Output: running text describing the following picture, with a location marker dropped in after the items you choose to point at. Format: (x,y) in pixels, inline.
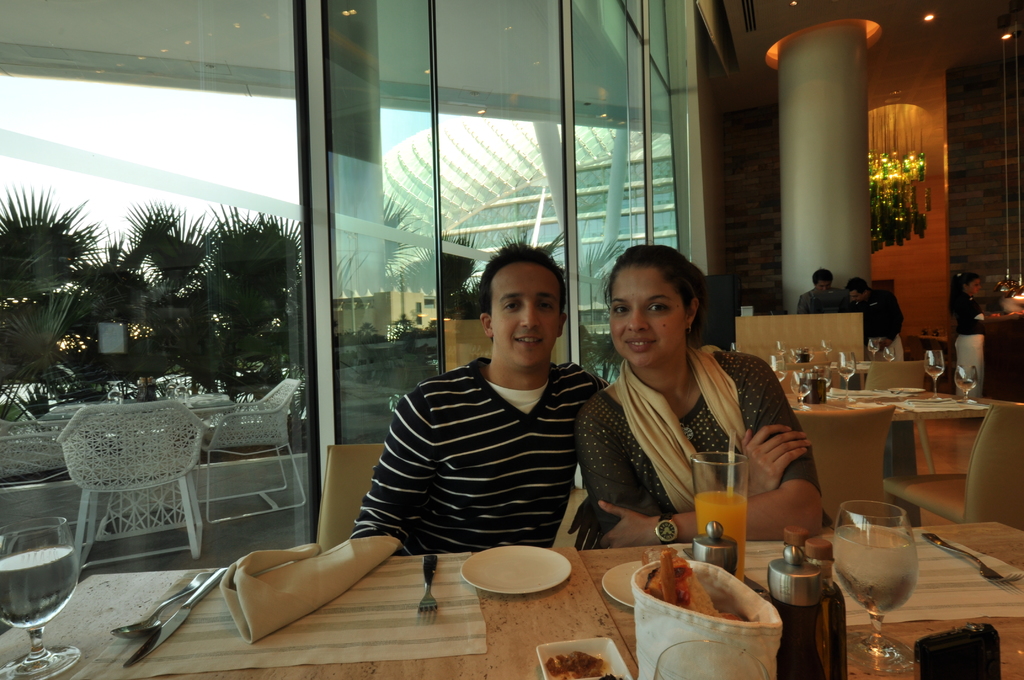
This picture is clicked inside the restaurant (965,191). Woman (685,278) in green dress (605,418) in the middle of the picture (659,315), is wearing watch (669,521) and she is smiling and beside her, we see man (500,436) in black t-shirt (459,498) is also laughing. In front of them, we can see a table (503,623) on which plate (504,560), spoon (150,628), fork (432,573), knife (173,622), glass (892,552) are placed. Behind them, we see window (370,303) which is made of glass (495,204) and we see chairs (177,408), building (549,211) and trees (144,230) and sky (236,151). On the right top (849,190) we see a pillar (848,219).
